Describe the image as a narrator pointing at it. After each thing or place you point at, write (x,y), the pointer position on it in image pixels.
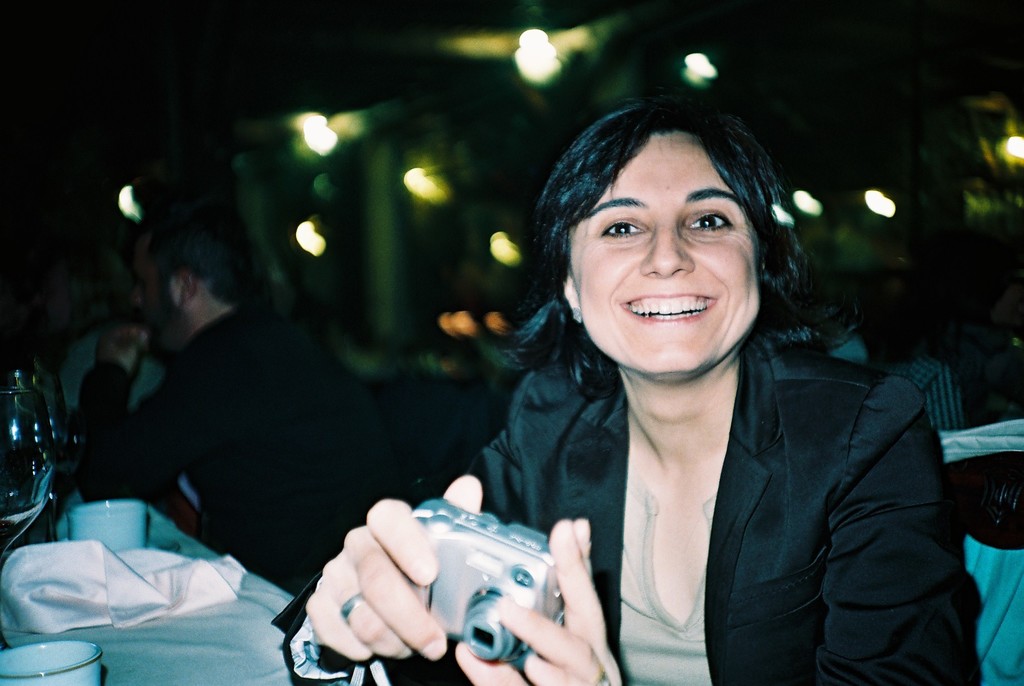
These two persons (727,420) sitting. This person (590,491) holding camera (441,589). We can see cloth (224,589), cup (120,531). On the background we can see focusing lights (523,54).
